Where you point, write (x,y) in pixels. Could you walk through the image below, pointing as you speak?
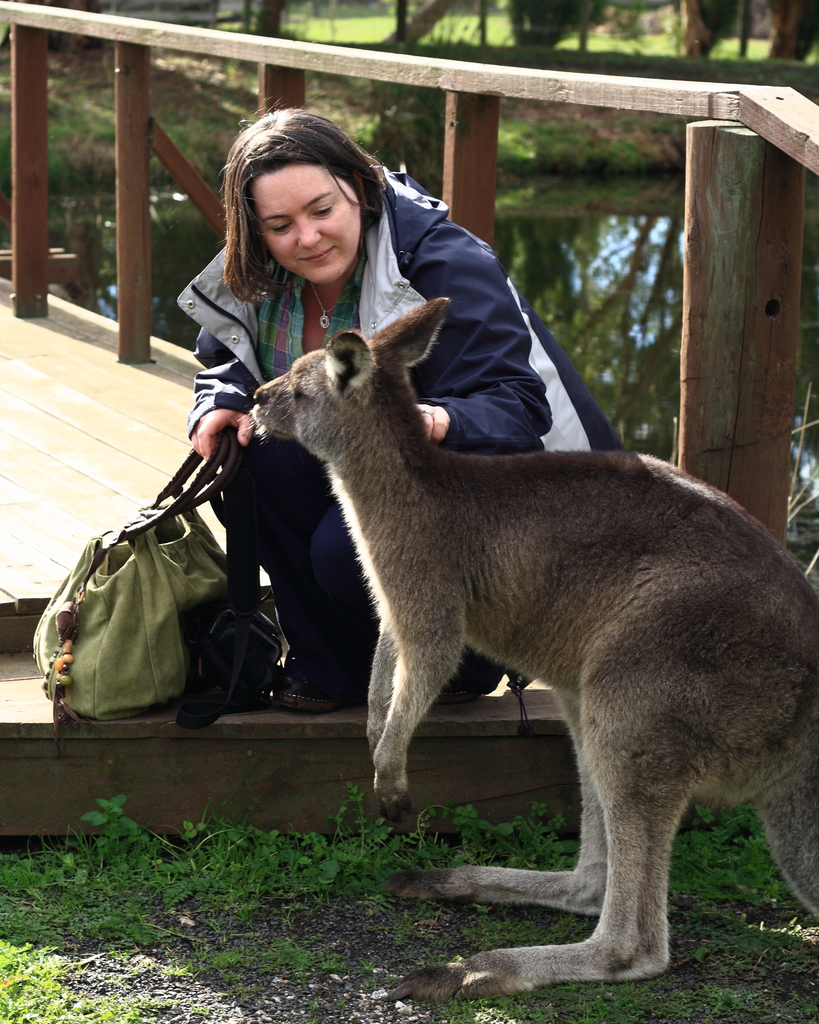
In this picture we can see kangaroo (442,575), woman (272,348) holding bag (195,532), side we can see a fence (261,105), around we can see some trees (584,38).
